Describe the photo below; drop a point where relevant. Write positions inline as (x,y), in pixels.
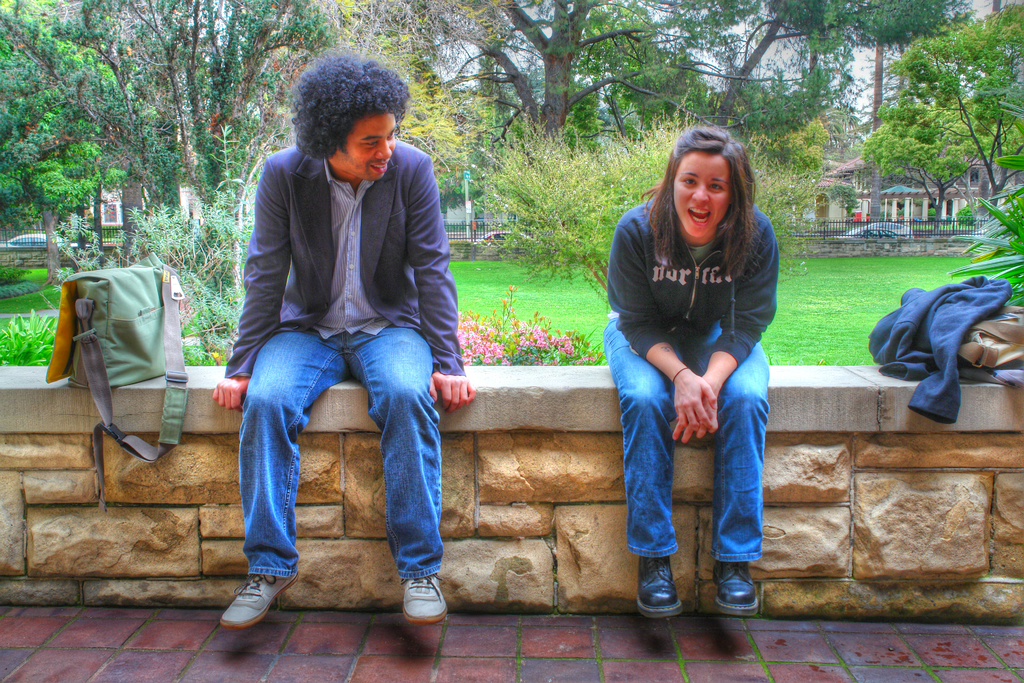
In the image we can see there are people (663,396) sitting on the wall (534,367), there are bags (153,326) and jackets (940,340) kept beside them. Behind there are lot of trees (539,86) and there is a ground (857,288) which is covered with grass (858,299). There are cars (507,238) parked on the road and there are buildings (913,210).
